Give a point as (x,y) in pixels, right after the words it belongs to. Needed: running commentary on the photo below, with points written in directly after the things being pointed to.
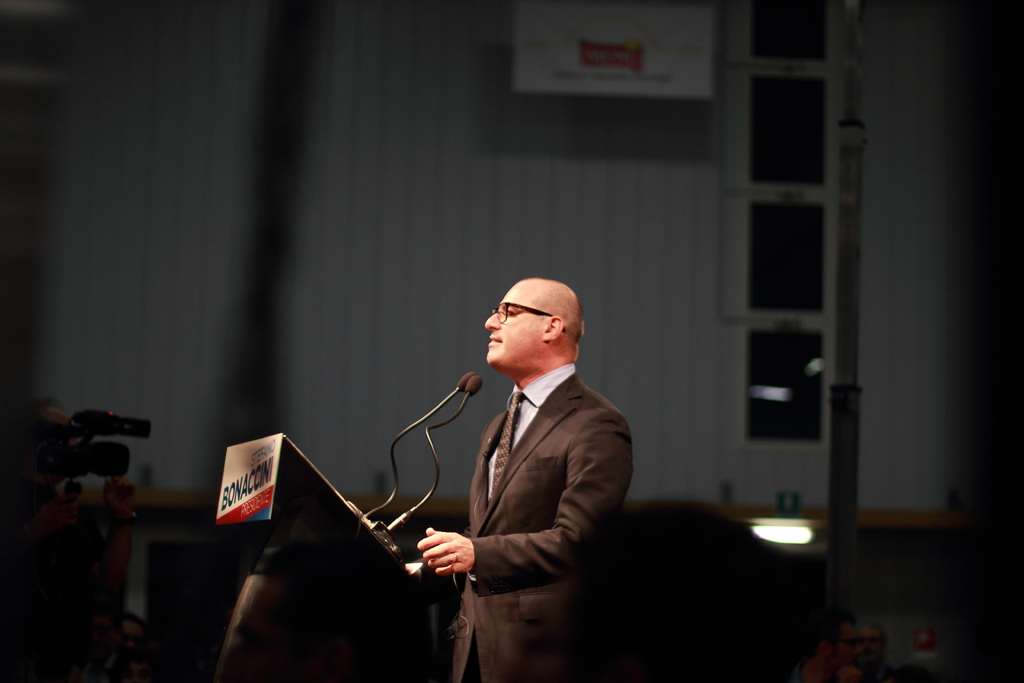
There is one person (515,508) standing and wearing a blazer (537,497) at the bottom of this image (539,559), and there is a Mic (382,523) on the left side of this person (470,514). and there is a wall (536,263) in the background (320,339).
